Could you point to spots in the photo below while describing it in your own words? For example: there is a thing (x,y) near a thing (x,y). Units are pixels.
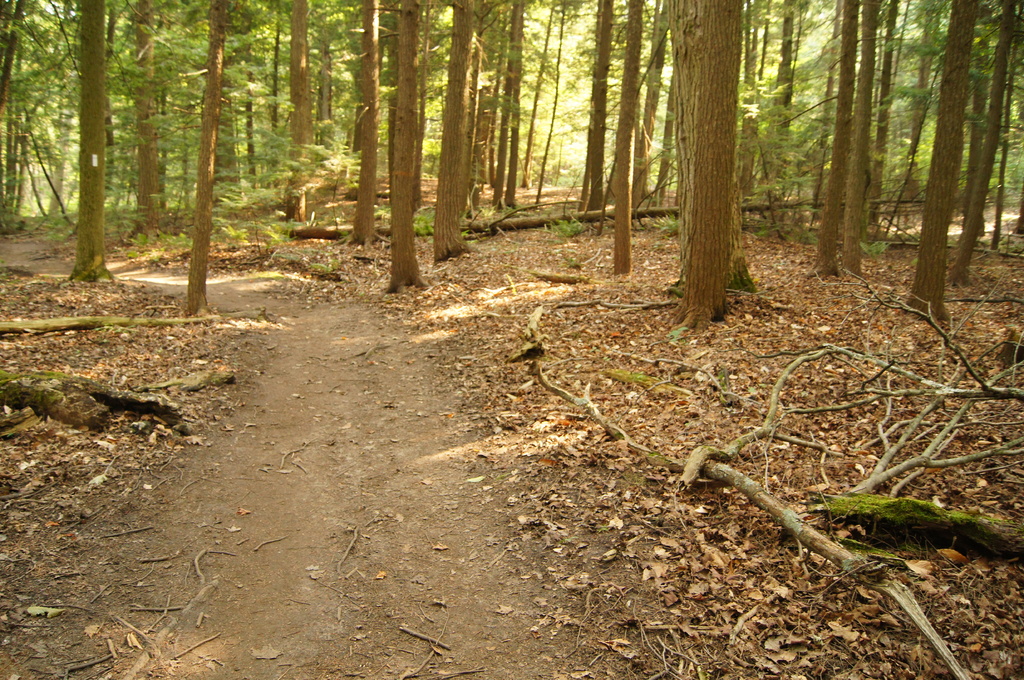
In the picture we can see a forest area (999,484) with a path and some dried leaves (986,490) on it and behind it we can see many trees (413,144).
